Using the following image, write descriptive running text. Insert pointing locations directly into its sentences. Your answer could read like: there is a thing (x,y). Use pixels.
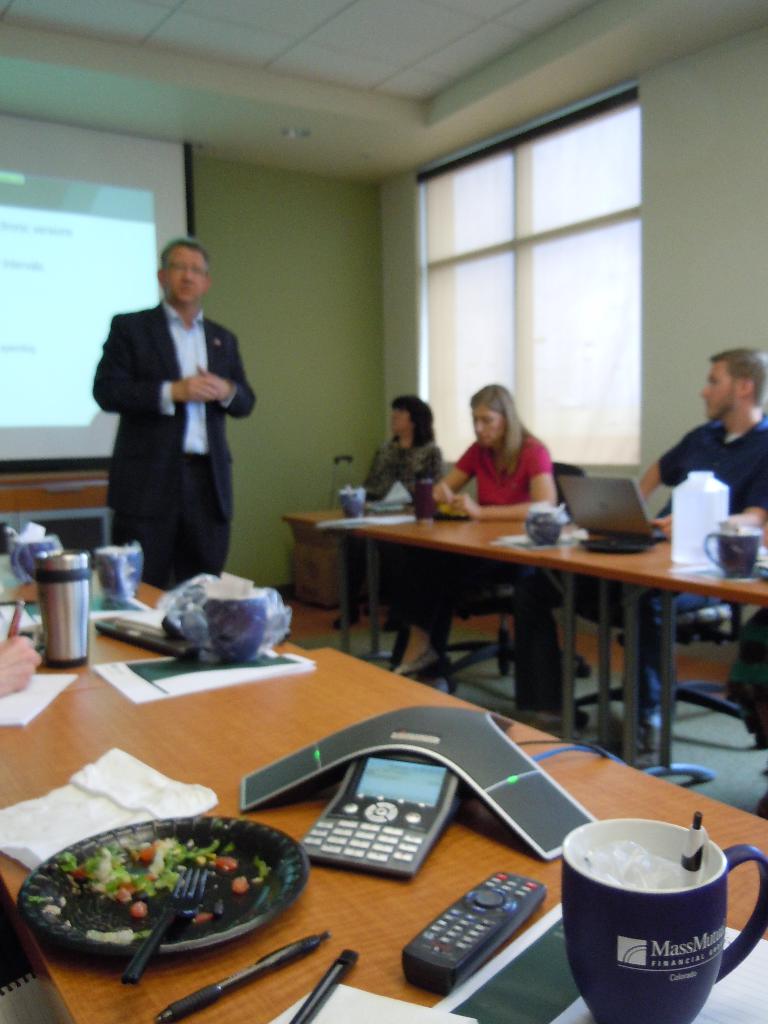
In this picture I can see few people (374,472) are sitting in the chairs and I can see plates (81,903), cups (720,541), water bottle (684,514) and couple of laptops (581,513) and I can see a remote (519,920) and few napkins (118,761), papers (331,1023), pens (196,1003) on the tables (218,970) and I can see a man (162,351) standing and a projector screen (158,216) in the back (112,134).
